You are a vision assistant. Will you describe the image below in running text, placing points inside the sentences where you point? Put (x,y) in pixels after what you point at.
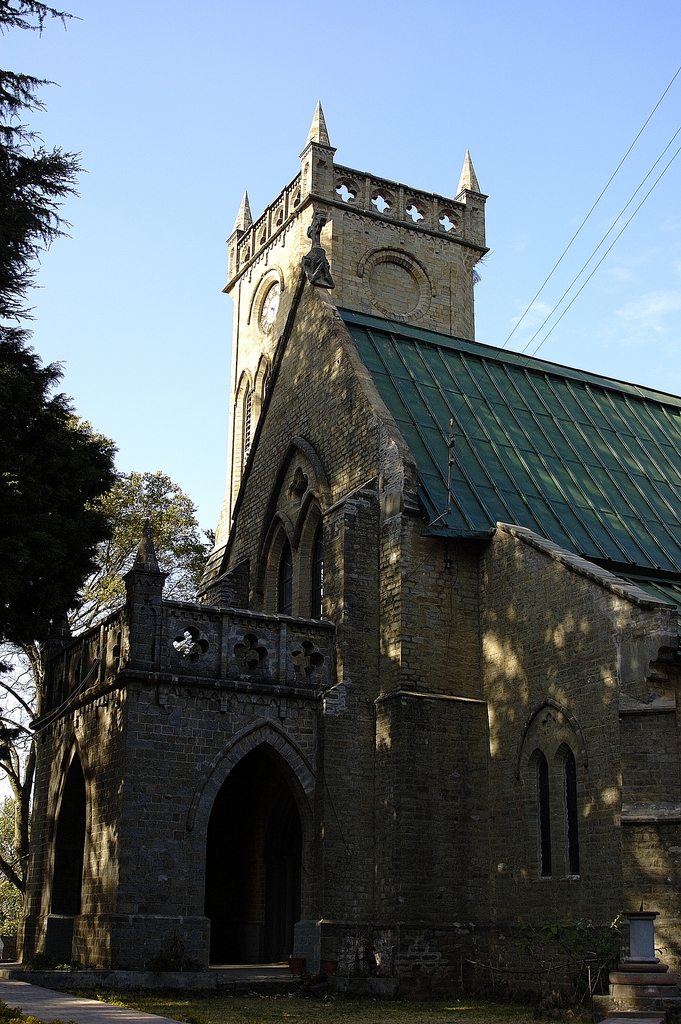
In this image I can see the ground (190,1010), a huge building (345,836) which is black, green and cream in color and few trees (79,515). In the background (646,215) I can see the sky (550,115).
